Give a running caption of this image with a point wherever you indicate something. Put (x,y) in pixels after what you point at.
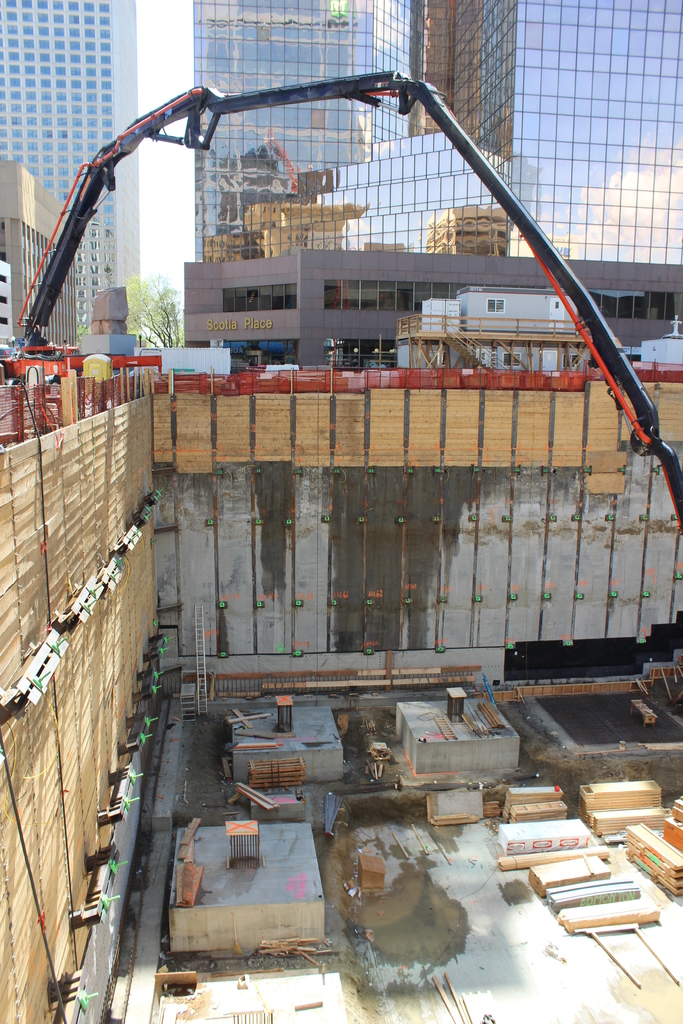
In this image I can see a wooden fence (551,417) and I can see a machine (41,289) visible and I can see at the top (589,65) buildings (561,229) and on the floor (153,885) I can see wooden objects (628,812) kept on the floor (152,895).
